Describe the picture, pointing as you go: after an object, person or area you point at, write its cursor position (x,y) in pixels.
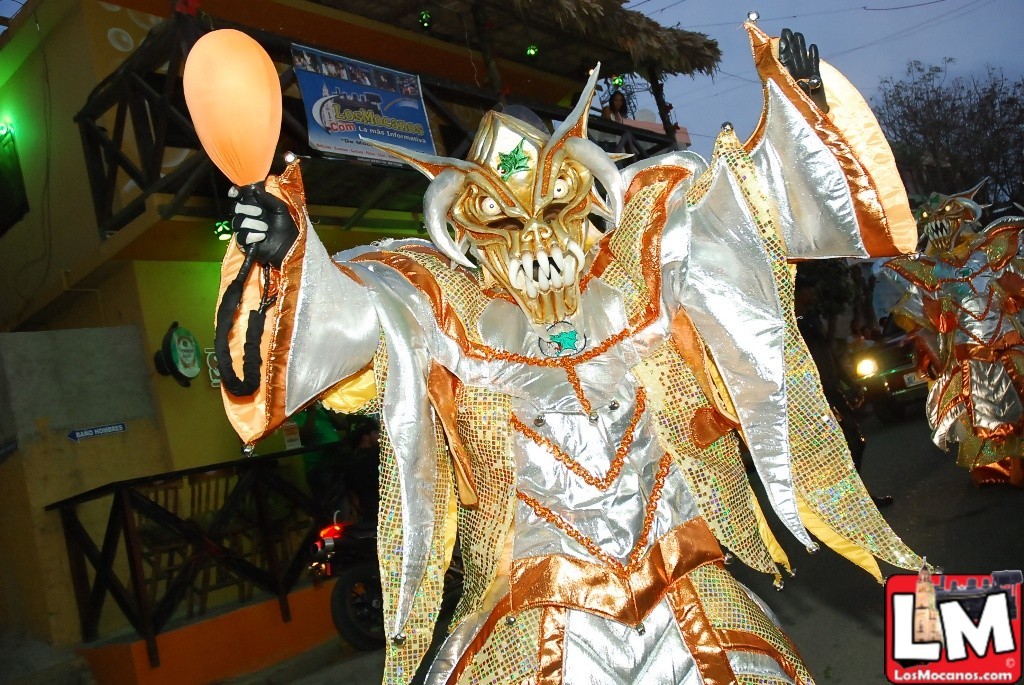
This is the picture of a person (604,411) with different costume (392,295) and he is holding some things (236,78) and behind there is a building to which there is a poster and a fencing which is black in color.
